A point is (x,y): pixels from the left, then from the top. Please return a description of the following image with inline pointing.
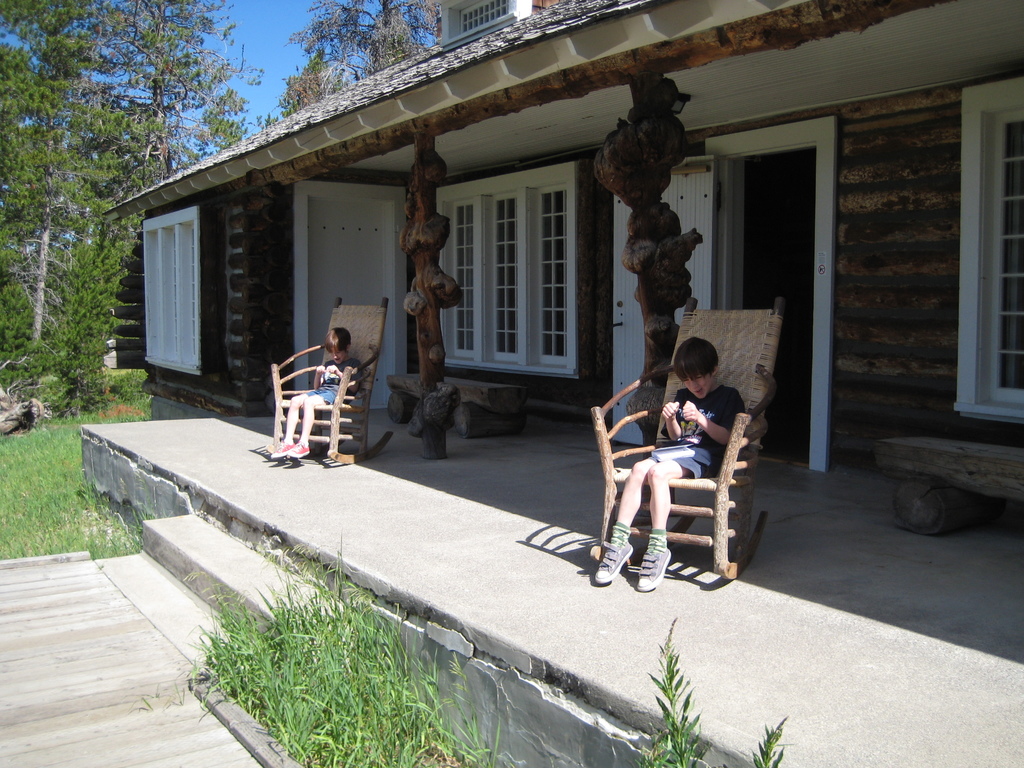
As we can see in the image there are trees (59,160), house (748,153), door (733,183), windows (522,236) and two people (331,366) sitting on chairs (349,373) and there is a grass (48,469).
